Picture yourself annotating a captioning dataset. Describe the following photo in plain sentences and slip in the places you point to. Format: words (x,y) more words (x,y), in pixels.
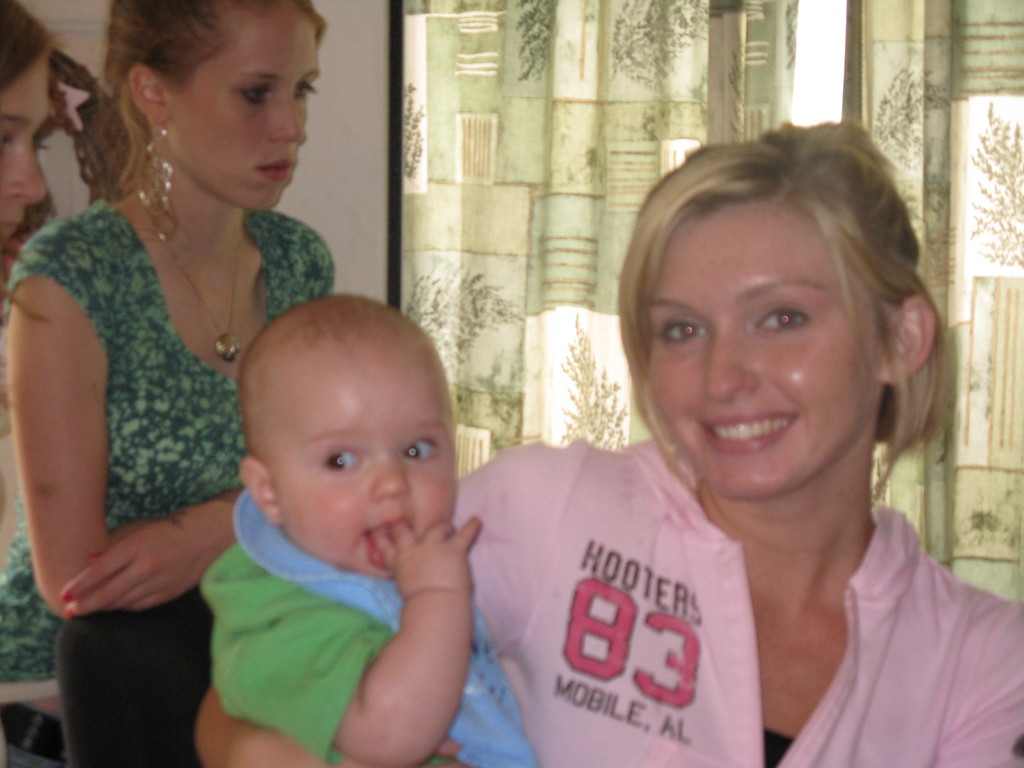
In this image in the foreground (651,533) there is one woman (712,650) who is standing and she is holding a baby (360,437), and on the left side (180,221) there are two women (93,236) who are standing and in the center (443,307) there is a window (719,97) and curtain (454,335) and a wall (328,182).
